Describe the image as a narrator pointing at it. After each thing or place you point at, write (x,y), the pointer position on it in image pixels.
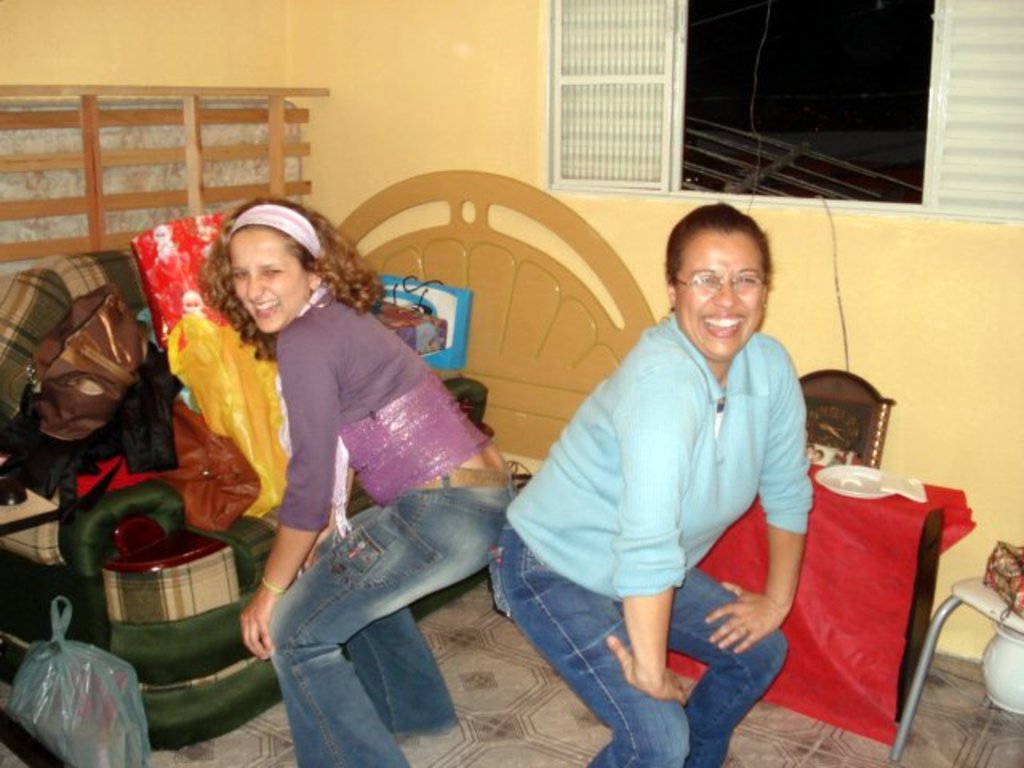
In this image on the right (698,314), there is a woman (661,477), she wears a t shirt (643,505), trouser (620,756), she is smiling. On the left (325,472) there is a woman (342,427), she wears a t shirt (344,399), trouser (366,574), she is smiling. In the background (266,428) there are bags (239,394), chairs (203,614), tables (907,683), covers (885,659), window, wall (542,165), pot (1002,662) and floor (512,704).
